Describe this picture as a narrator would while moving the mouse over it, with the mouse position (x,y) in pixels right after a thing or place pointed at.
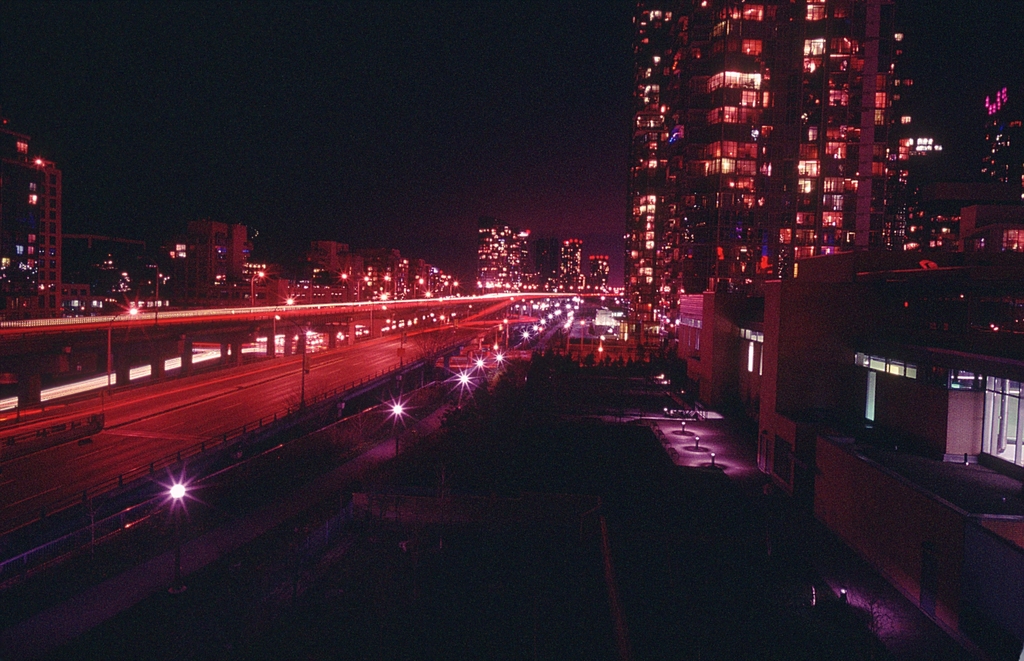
Here in this picture we can see buildings (703,119) present all over there and in the front (259,397) we can see a road (242,386) present and we can see a bridge (30,386) present beside it and we can see light posts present all over there.
